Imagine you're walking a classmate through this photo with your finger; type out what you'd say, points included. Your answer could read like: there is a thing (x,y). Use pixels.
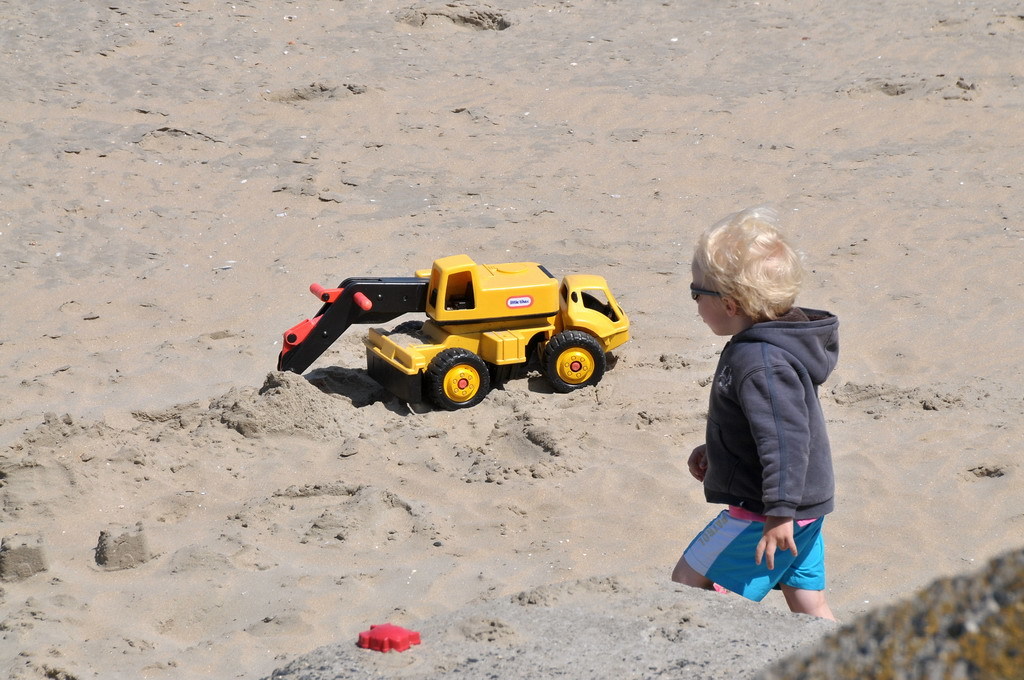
In this image we can see one boy (739,464) with black sunglasses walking on the sand (342,408), right side (1023,615) corner of the image one object (951,646) on the ground (453,434), some sand (386,610), one red color toy (372,637) and one yellow toy (498,315) on the ground (373,236).
